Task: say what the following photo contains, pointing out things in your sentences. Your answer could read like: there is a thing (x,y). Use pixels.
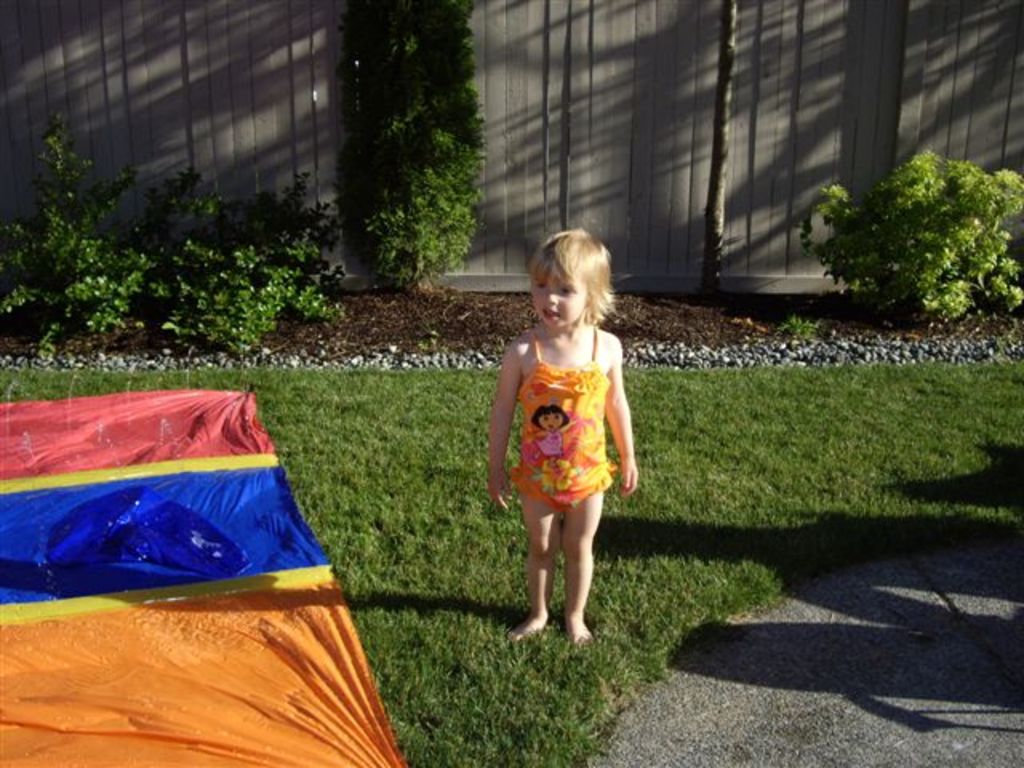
This is a small girl (580,610) standing. I think these are the colorful waterproof tarps (211,594), which are on the grass (600,574). I can see a tree (392,243) and the small bushes (244,245). In the background (654,131), that looks like a wooden fence (654,131). These are the small rocks (793,345). At the bottom right side of the image (727,684), that looks like a pathway (791,673).
